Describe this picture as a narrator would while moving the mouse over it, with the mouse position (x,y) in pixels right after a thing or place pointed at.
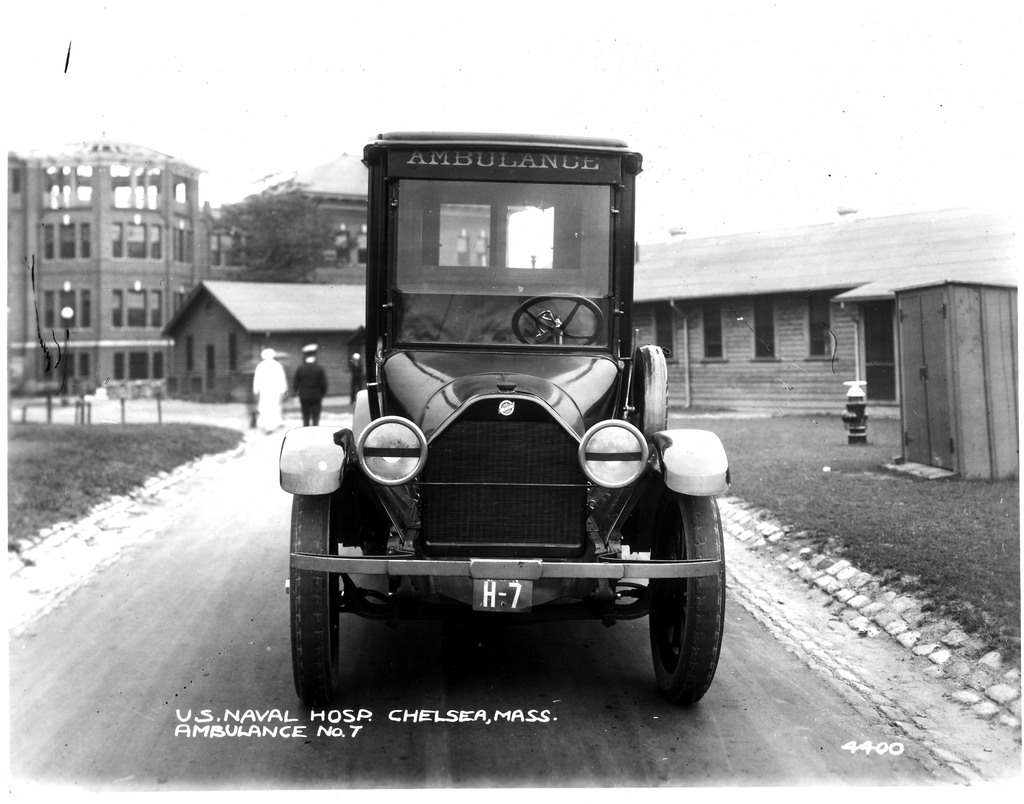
This is a black and white image. There is a vehicle (474,396) and 2 people (272,393) are present behind it. There are buildings (176,255) at the back (227,285).
